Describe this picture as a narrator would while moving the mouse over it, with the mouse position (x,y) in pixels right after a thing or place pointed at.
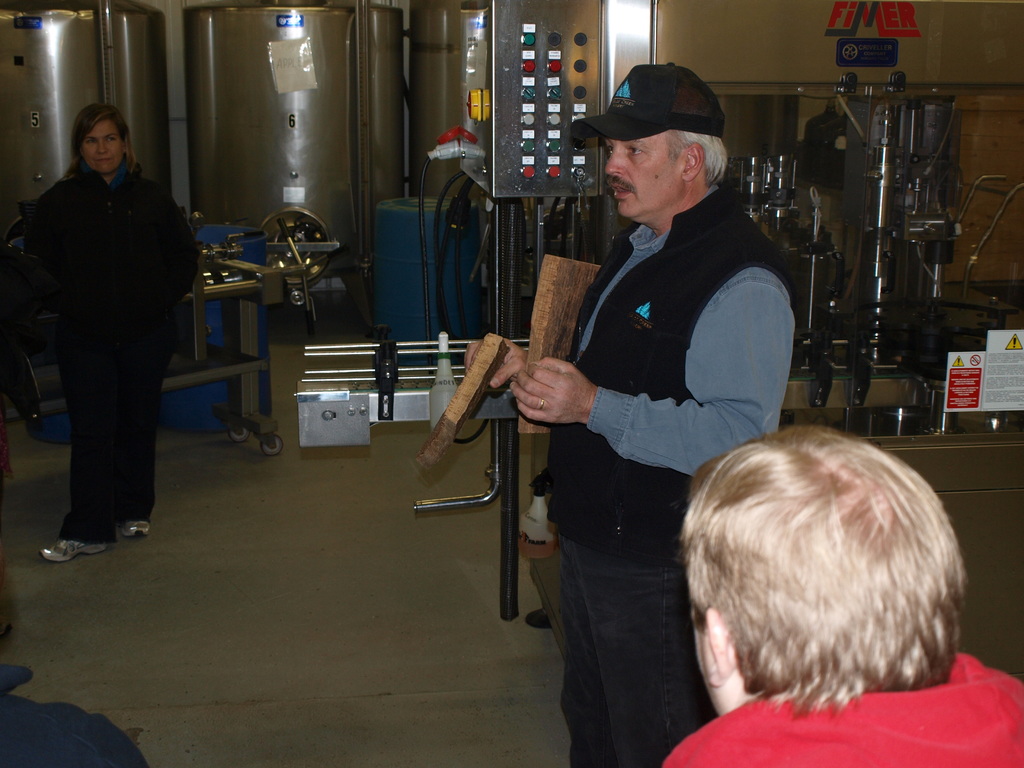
In this picture we can see the machines (879,170) and it seems like a control panel (499,73) beside a man (669,177). He is wearing a cap (664,116) and holding the objects (575,328) in his hands (517,353). In this picture we can see the people (142,390). On the right side of the picture (1000,377) we can see a man (932,720) and warning posters (980,403). In the background (403,283) we can see the blue barrels (422,320) and objects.
